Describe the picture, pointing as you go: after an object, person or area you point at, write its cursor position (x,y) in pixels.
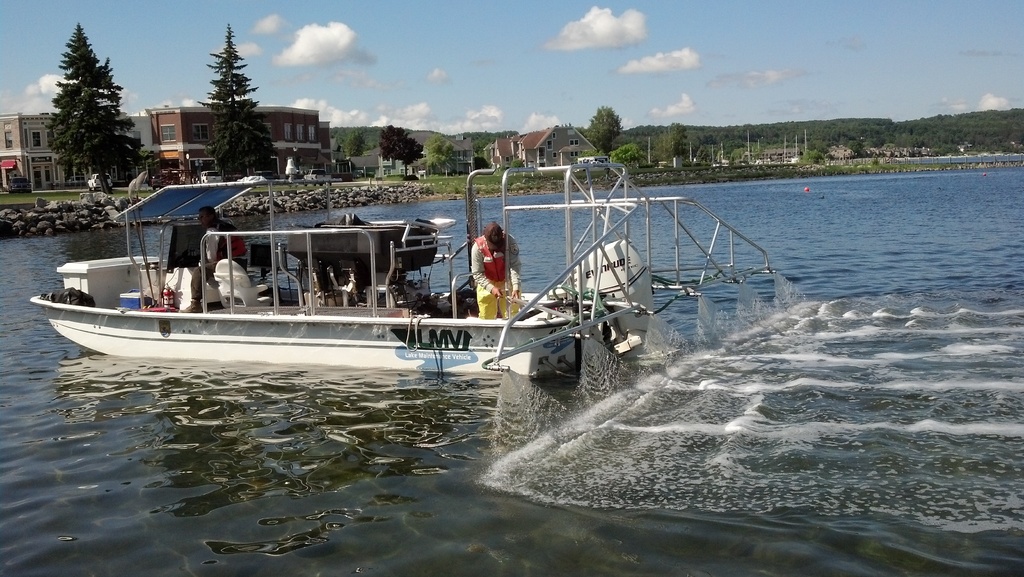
In this image we can see a boat (455,276) in which there are two people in the river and around there are some trees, plants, houses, buildings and some mountains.
